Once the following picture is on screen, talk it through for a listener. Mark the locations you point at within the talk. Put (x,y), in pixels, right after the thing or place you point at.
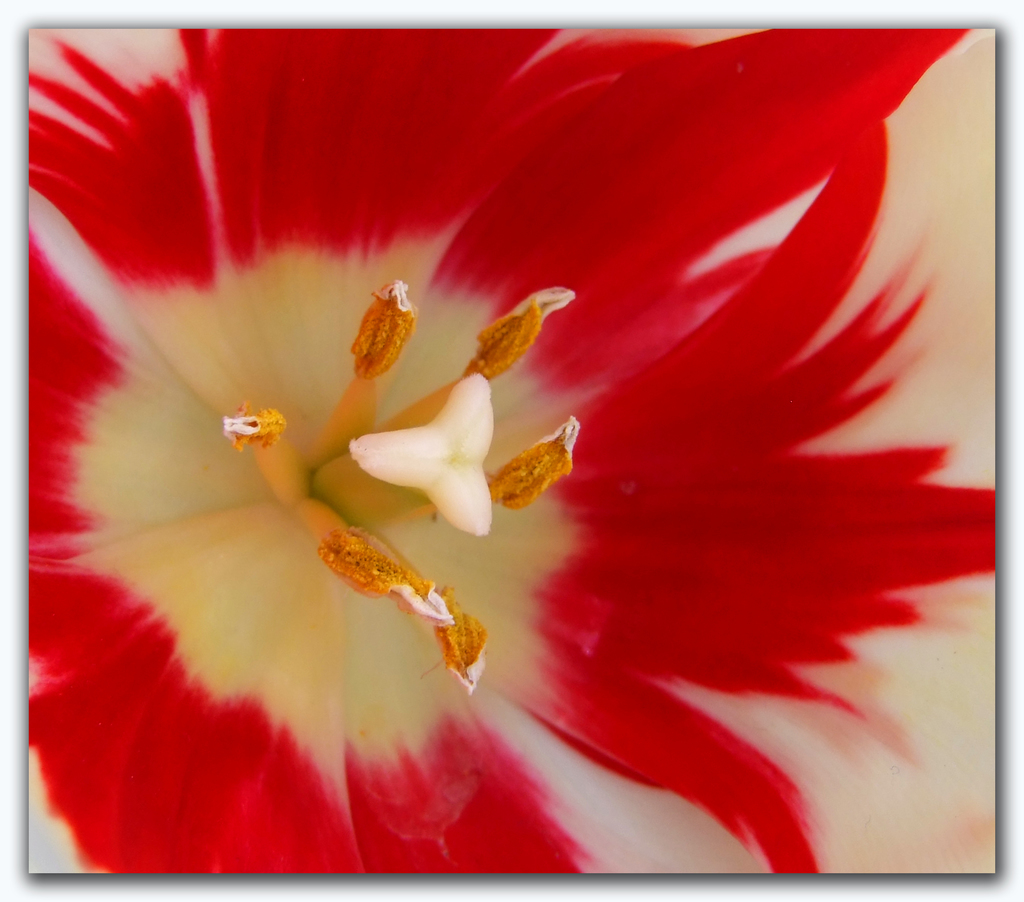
In this image we can see a flower (510,423).
